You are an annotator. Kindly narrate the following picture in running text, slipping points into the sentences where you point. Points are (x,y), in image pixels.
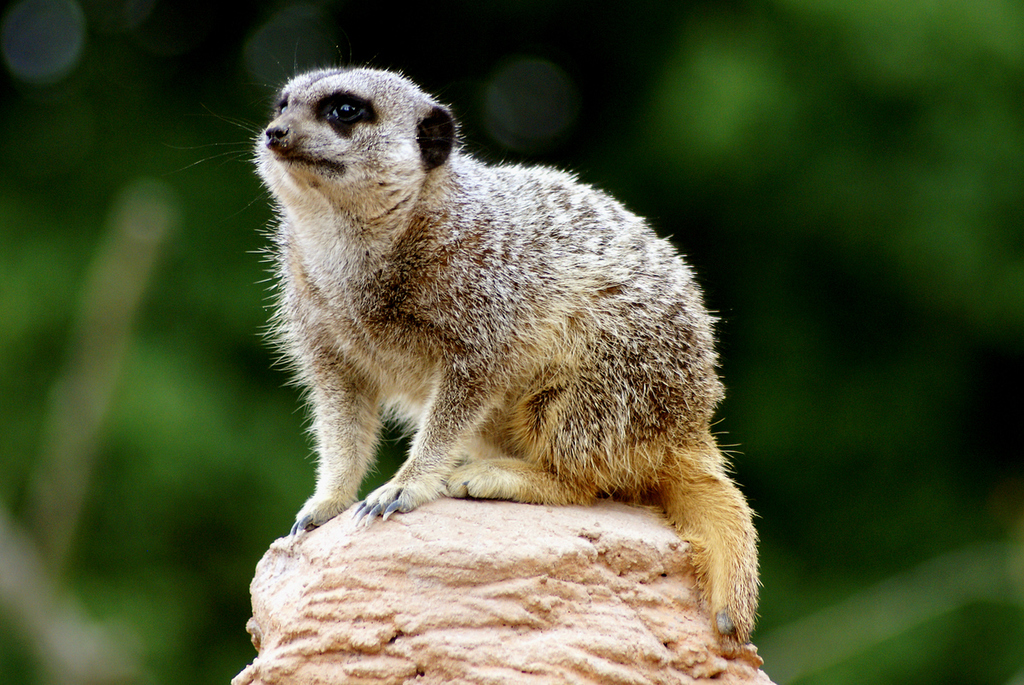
In this picture we can see an animal (413,380) on the platform (503,509). In the background of the image (853,218) it is blurry.
